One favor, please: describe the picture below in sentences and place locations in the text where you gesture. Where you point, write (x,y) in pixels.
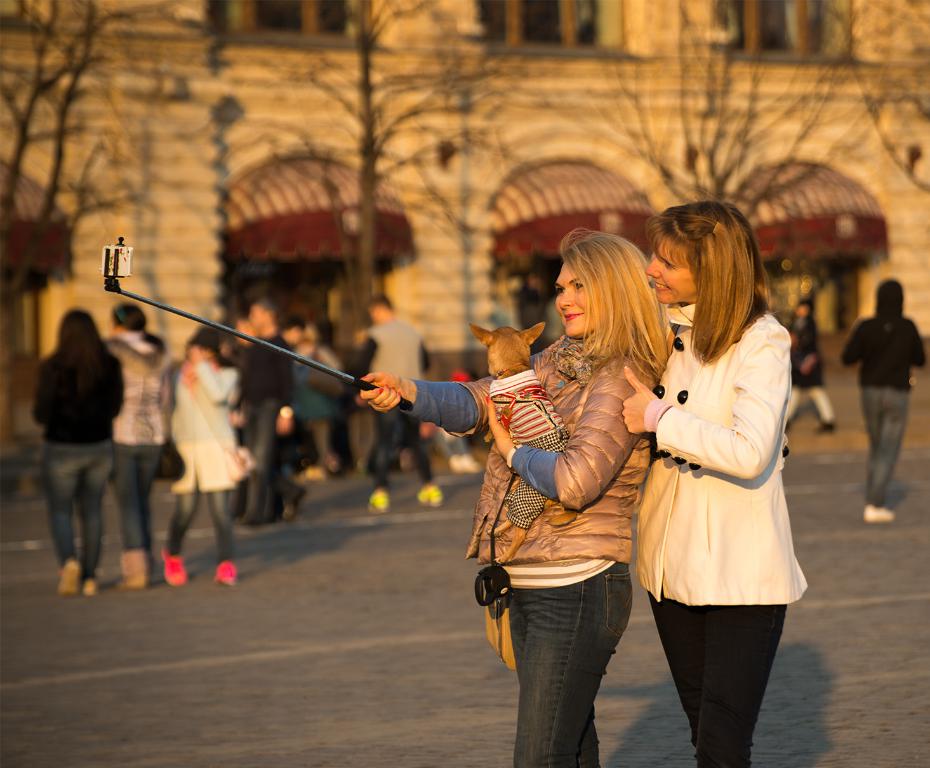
In this image I can see number of people (702,316) are standing and in the front (502,463) I can see one woman (480,410) is holding a dog (540,324) and a selfie stick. In the background (736,44) I can see number of trees (2,223), a building (355,117), windows (809,16) and I can also see this image is little bit blurry.
